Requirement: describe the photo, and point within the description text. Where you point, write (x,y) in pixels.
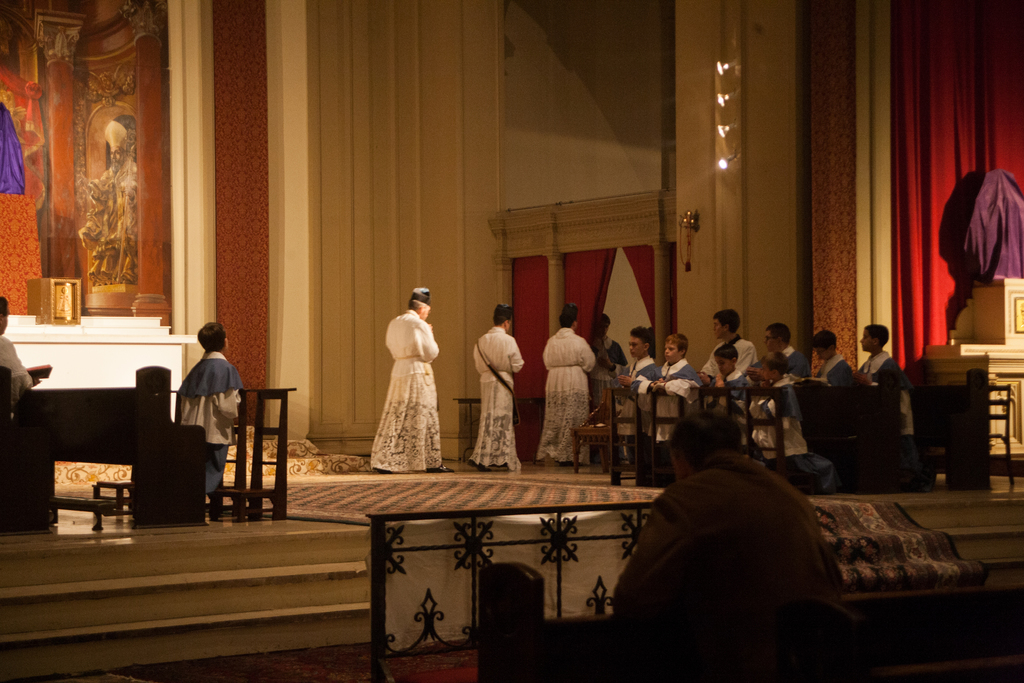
In this image there are a few people (408,398) walking on the stage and there is a child (207,429), in front of the child (227,430) there is a wooden structure (253,454), behind him there is a person (14,366) sitting and holding a book (41,372) on the bench (41,404). On the other side of the image there are a few children (689,380), in front of them there is a wooden structure (863,441). In the background (785,264) there is a wall (135,144) with paintings (127,171) and some curtains (958,267). At the bottom of the image (706,600) there is a person (696,595), in front of the person (720,527) there is a railing (476,575), beside the railing (372,579) there are stairs (262,568) and there is a carpet (852,524) on the stairs (237,614).
